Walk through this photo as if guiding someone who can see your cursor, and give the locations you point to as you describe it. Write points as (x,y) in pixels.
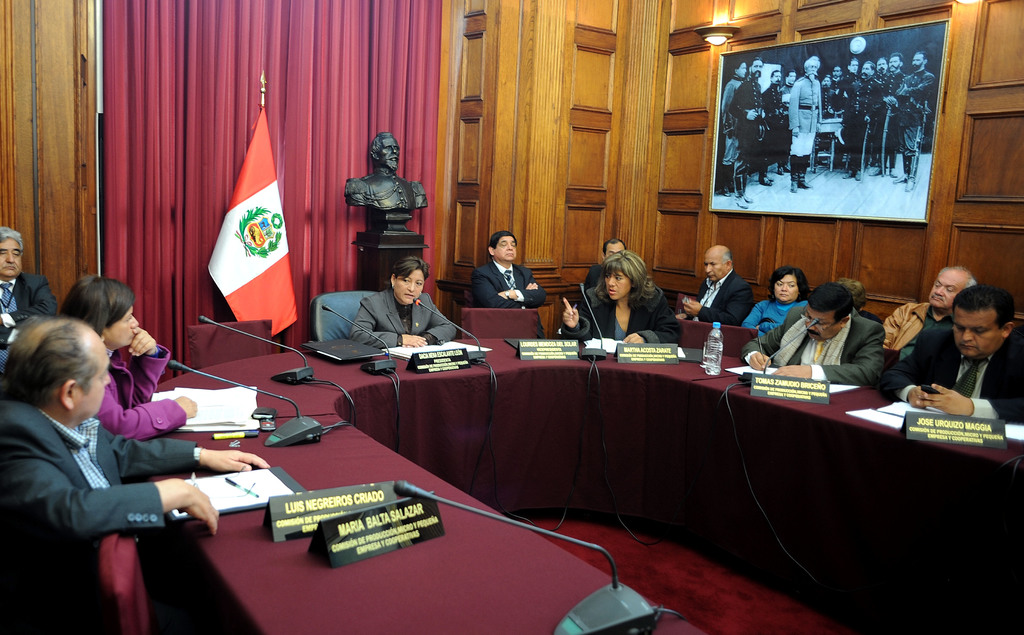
The image is taken in the room (598,180). In the center of the image (527,372) there is a table (409,396) and there are many people (772,334) sitting around the table (339,376). On the right (782,194) there is a photo (760,177) placed on the wall (691,147). In the center (402,235) there is a statue (396,183) and flag (261,257).
